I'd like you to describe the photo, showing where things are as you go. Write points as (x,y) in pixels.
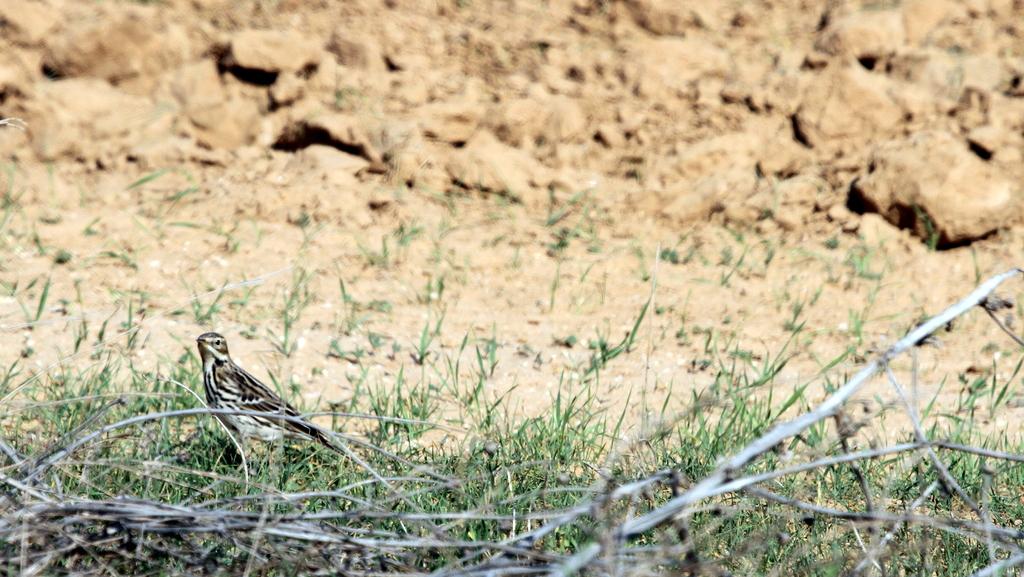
In this image I can see grass (620,443), sticks (690,510) and I can see a bird (240,378) over here. I can see colour of this bird (271,398) is brown, black and white.
